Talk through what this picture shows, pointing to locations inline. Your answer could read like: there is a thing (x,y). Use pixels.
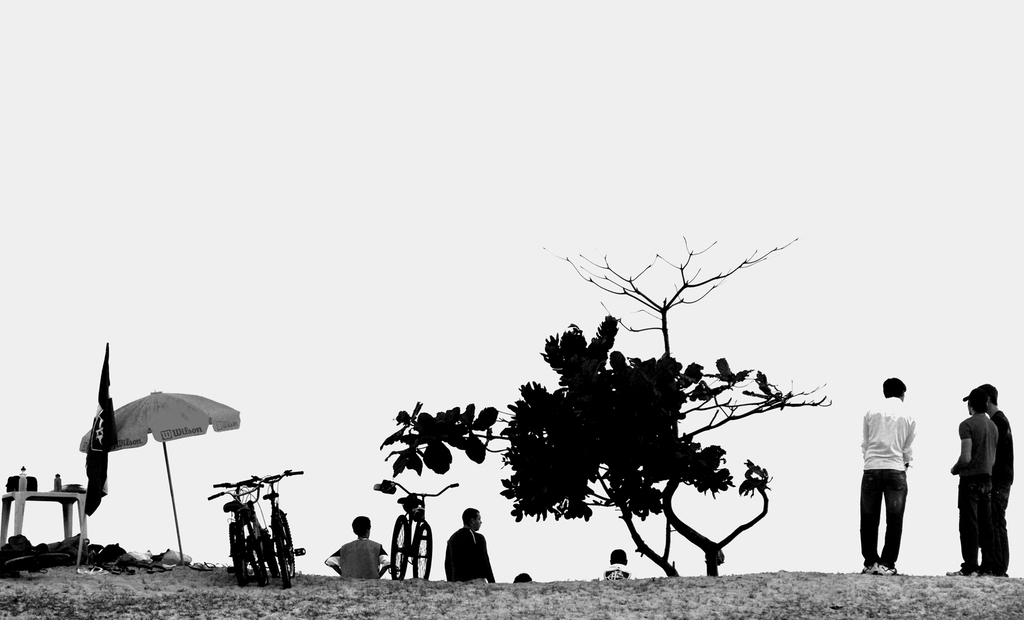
It looks like a black and white picture. We can see a group of people (516,577) are standing and on the path (320,581) there are bicycles (235,544), a pole (172,494) with umbrella (158,433), tree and table (67,497) and on the table (67,512) there are some items (60,490). In front of the people (997,534) there is a sky (463,272).
